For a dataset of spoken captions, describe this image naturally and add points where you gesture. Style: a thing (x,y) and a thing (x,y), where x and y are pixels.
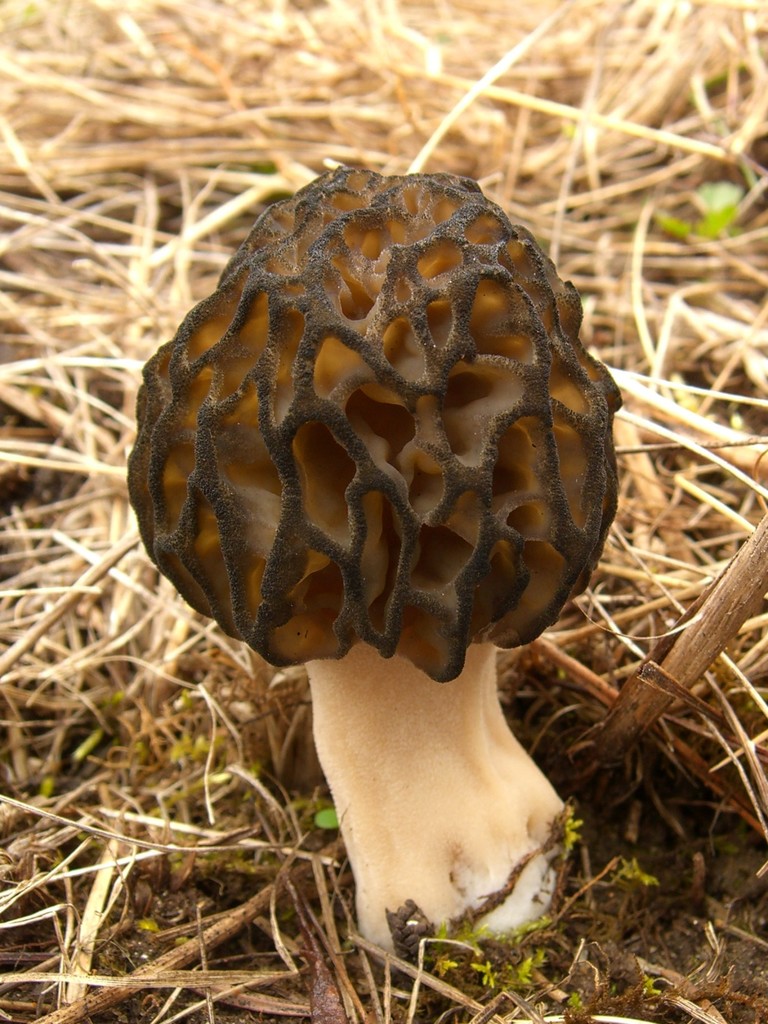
In this image I can see a mushroom (405,739) which is cream, brown and black in color on the ground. On the ground (97,792) I can see some grass (78,528) which is cream and green in color.
